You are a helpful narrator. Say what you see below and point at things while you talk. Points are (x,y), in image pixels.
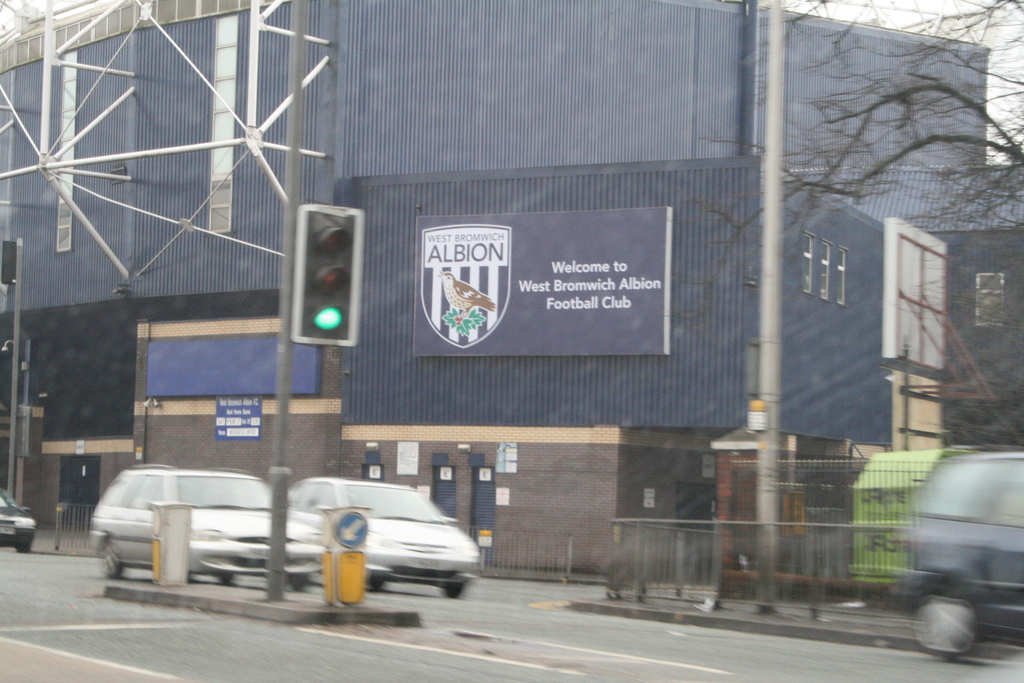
In this picture I can see there are few vehicles (446,588) moving on the road (25,598), there are poles (291,102) with lights (339,301), there is a tree (1022,421) at the right side (1008,367) and there is a building (997,381).
